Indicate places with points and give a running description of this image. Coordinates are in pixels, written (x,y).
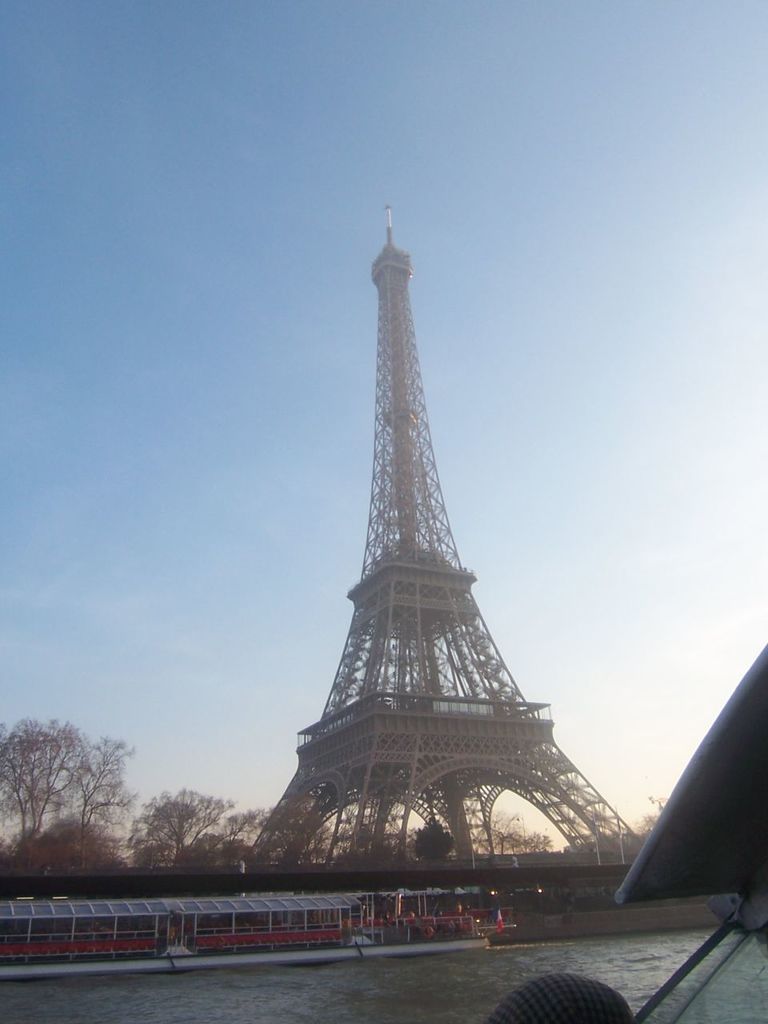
As we can see in the image there is an Eiffel tower (462,786), water (433,965) and trees (251,823). On the top (212,228) there is a sky (212,228).
